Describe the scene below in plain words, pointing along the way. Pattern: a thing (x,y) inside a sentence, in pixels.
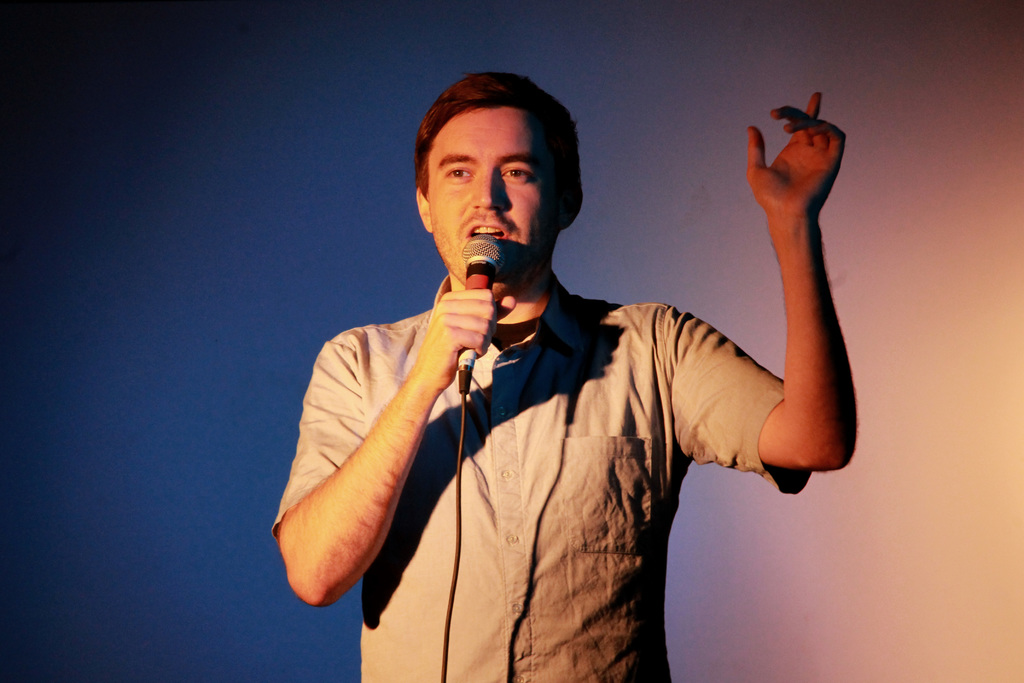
This picture shows a man (526,233) speaking with the help of a microphone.
